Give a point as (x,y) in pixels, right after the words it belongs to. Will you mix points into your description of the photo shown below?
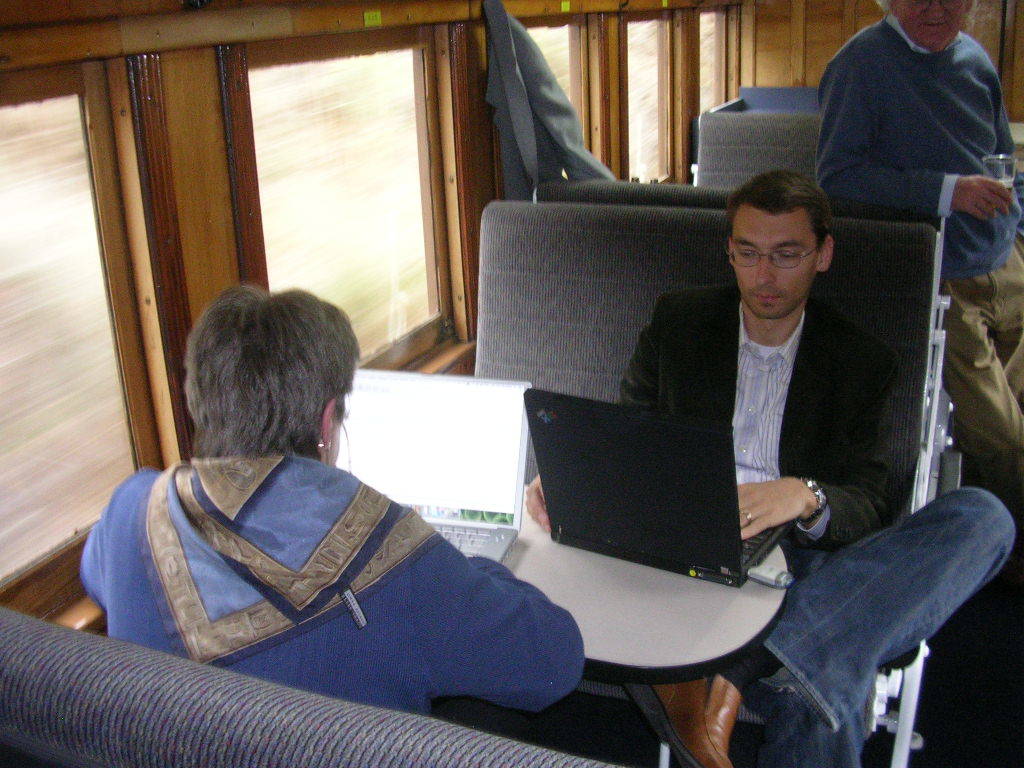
In this image I can see three people (690,398) among them two people (690,398) are sitting and operating laptops (666,541). Here I can see windows (325,181) and other objects (520,313).
